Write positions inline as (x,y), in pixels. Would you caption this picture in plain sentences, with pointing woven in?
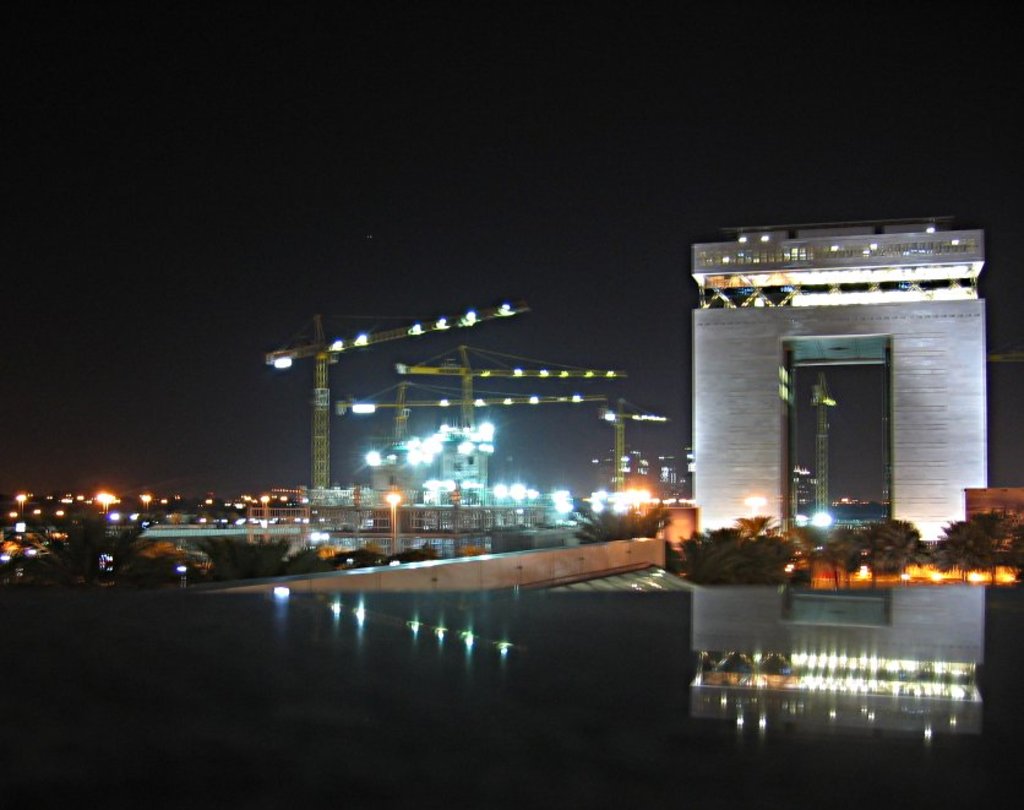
In this image, we can see few plants (964,532) and an arch (942,455). On the left side (321,537), we can see some lights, a tower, trees (105,572). At the top (668,84), we can see a sky (716,86), at the bottom (608,750), we can see black color.
